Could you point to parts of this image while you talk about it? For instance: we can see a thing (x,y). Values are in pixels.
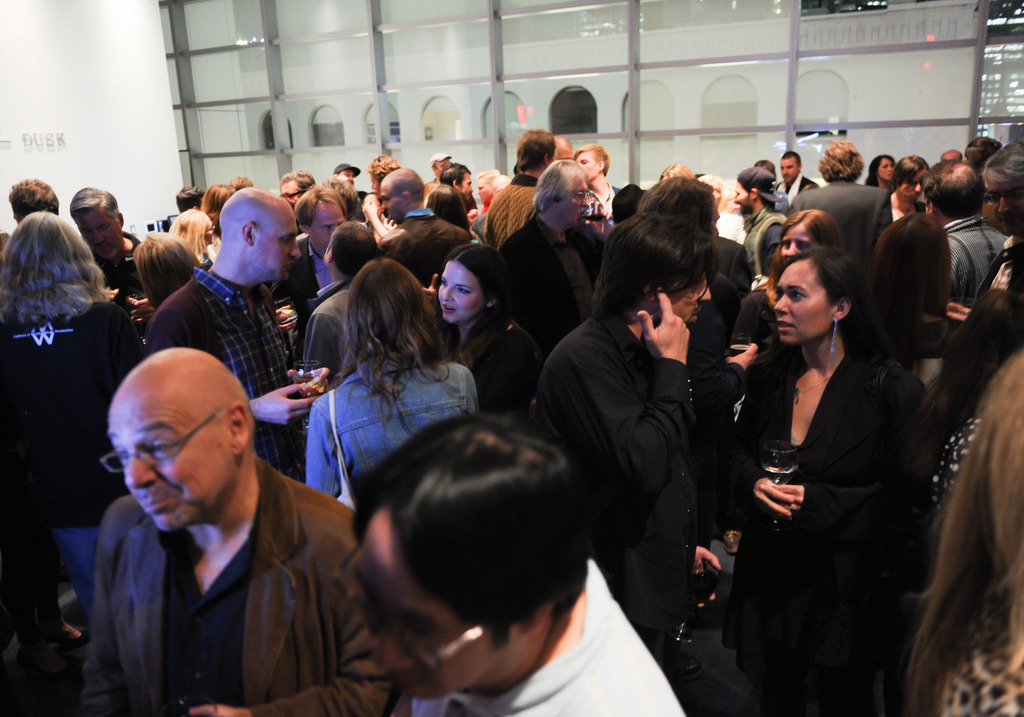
In this image I can see a group of people (555,517) are standing and talking. At the top (347,72) there is the glass wall (652,79).
